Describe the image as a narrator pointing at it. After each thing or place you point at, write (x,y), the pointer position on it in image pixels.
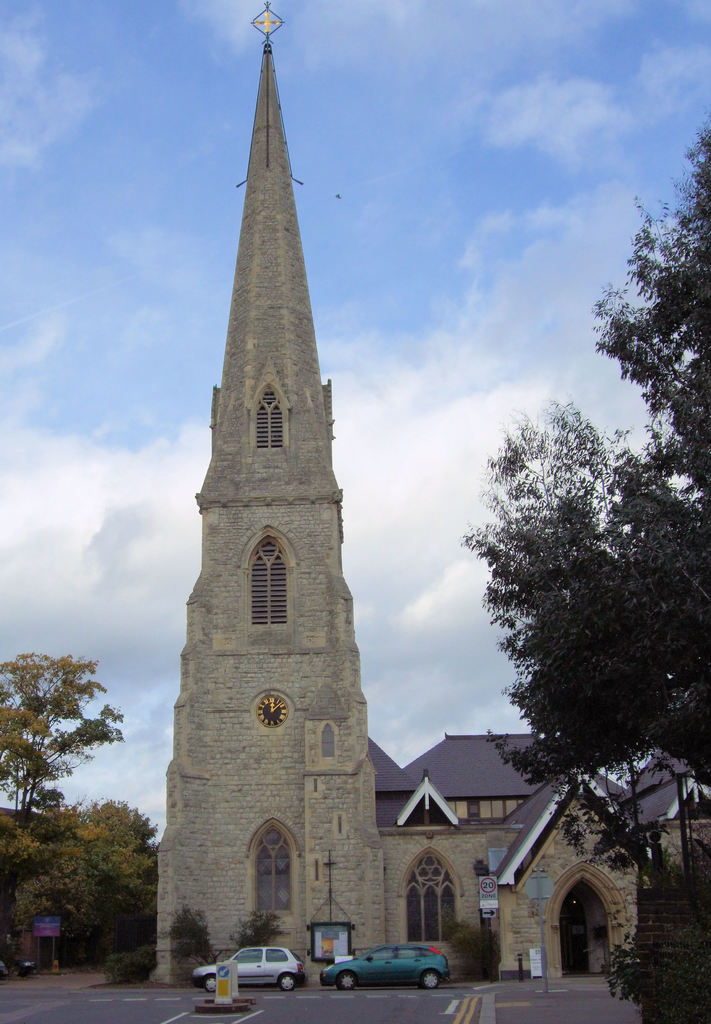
At the bottom of the picture (339,996), we see the road (460,1000) and two vehicles (341,985) parked on the road (319,1003). Beside that, we see the poles (220,979) and the boards (220,979) in white and yellow color. On the right side (697,333), there are trees (668,728). In the middle of the picture (326,448), we see a castle (340,576) or a bell tower (275,660). Behind that, there are buildings (531,872) with a grey color roof (520,804). On the left side (87,823), we see the trees (68,812). At the top (384,142), we see the sky (395,309) and the clouds (430,476).
